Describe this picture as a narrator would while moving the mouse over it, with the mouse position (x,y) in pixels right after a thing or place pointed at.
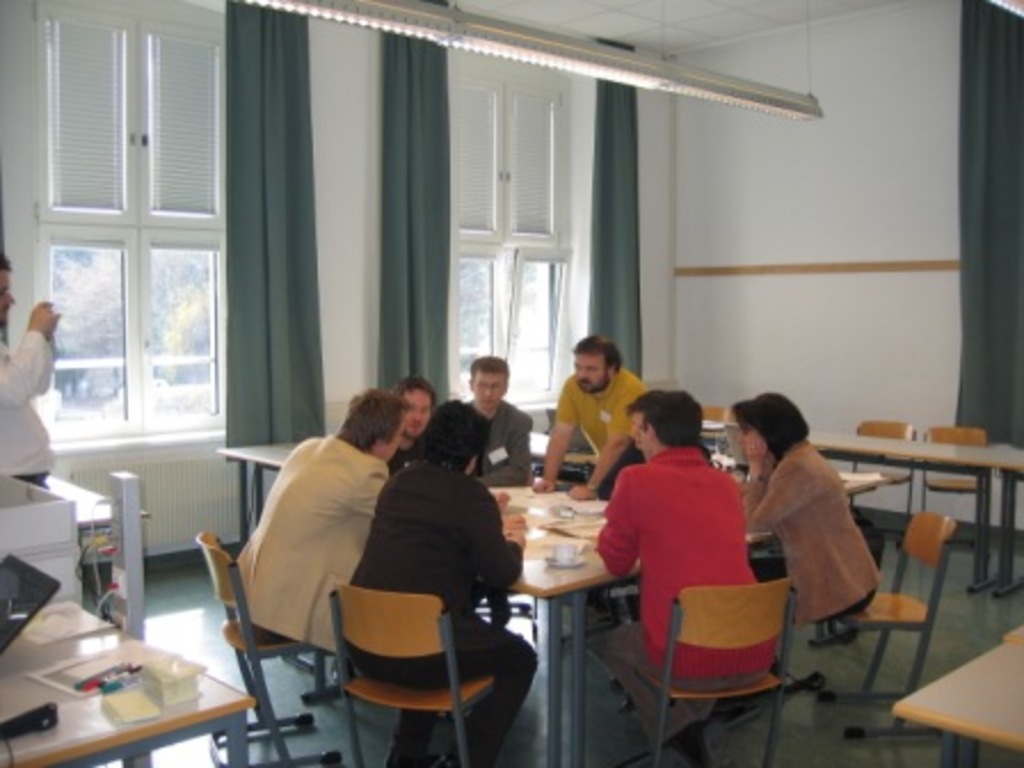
In this image I can see a few person (635,633) sitting on the chair (753,612). On the left side (36,425) the person (25,404) is standing. On the table (67,646) there is a laptop (18,609), pens (110,682) and a paper (83,655). On the table (560,582) there is a cup (560,556) and a saucer (575,560). The background (821,247) is in white color. There is window (501,207) and curtain (447,209). At the back side (183,306) there are trees (152,327).
